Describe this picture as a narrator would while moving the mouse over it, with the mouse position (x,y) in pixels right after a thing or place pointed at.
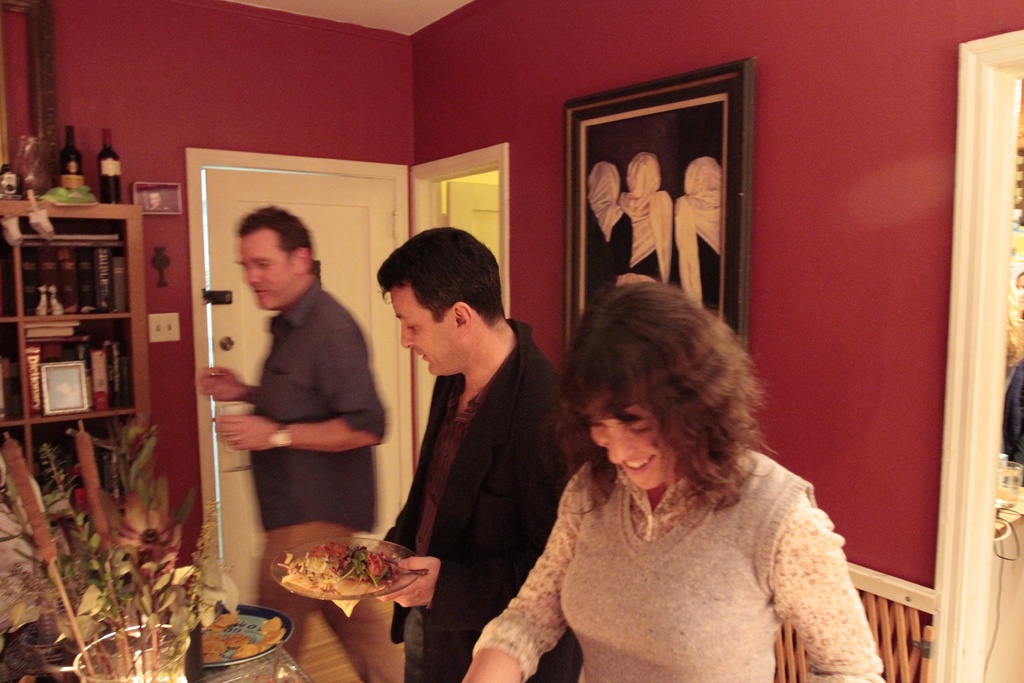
In this image I can see few people (440,409) are standing and in the center of this image (541,419) I can see a man (516,559) is holding a plate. On the left side of this image (99,463) I can see few plants (80,527), number of books (64,250) and few bottles (112,171) on the shelves (54,432). In the background (325,191) I can see a white colour door (248,310) and a black colour frame (570,263) on the wall (873,342).
